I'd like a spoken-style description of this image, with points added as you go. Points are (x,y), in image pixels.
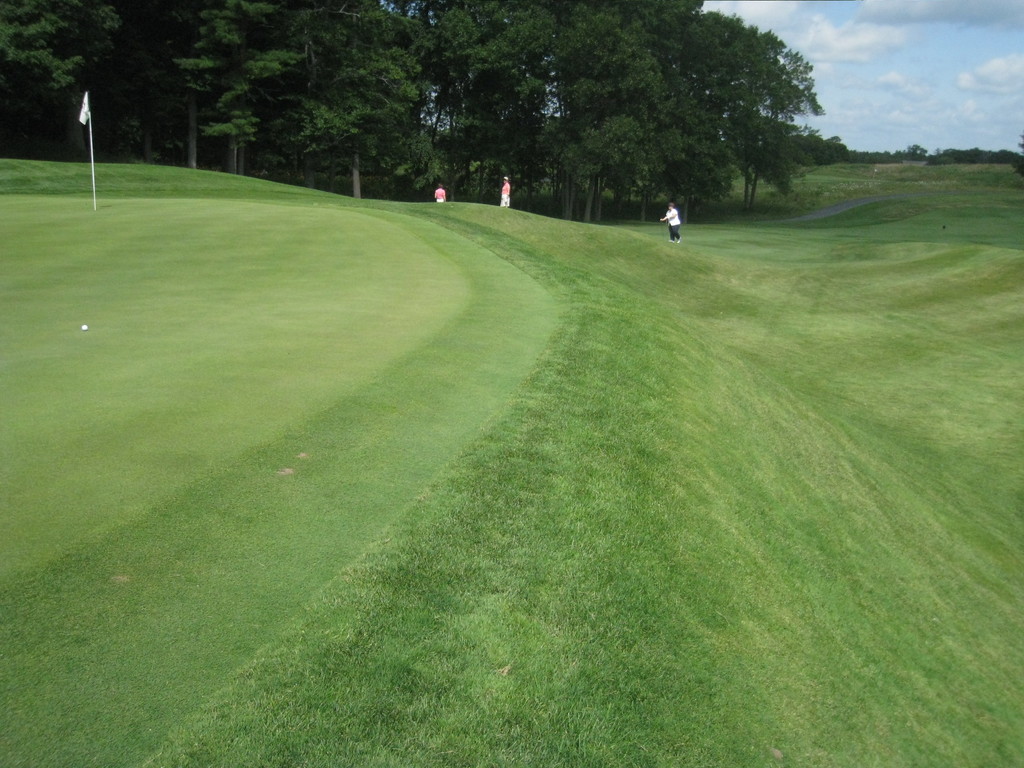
In the picture I can see the natural scenery of green grass (1002,247) and trees (737,148). I can see three persons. There is a flagpole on the top left side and I can see the golf ball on the grass (131,311) on the left side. There are clouds (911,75) in the sky (926,26).
